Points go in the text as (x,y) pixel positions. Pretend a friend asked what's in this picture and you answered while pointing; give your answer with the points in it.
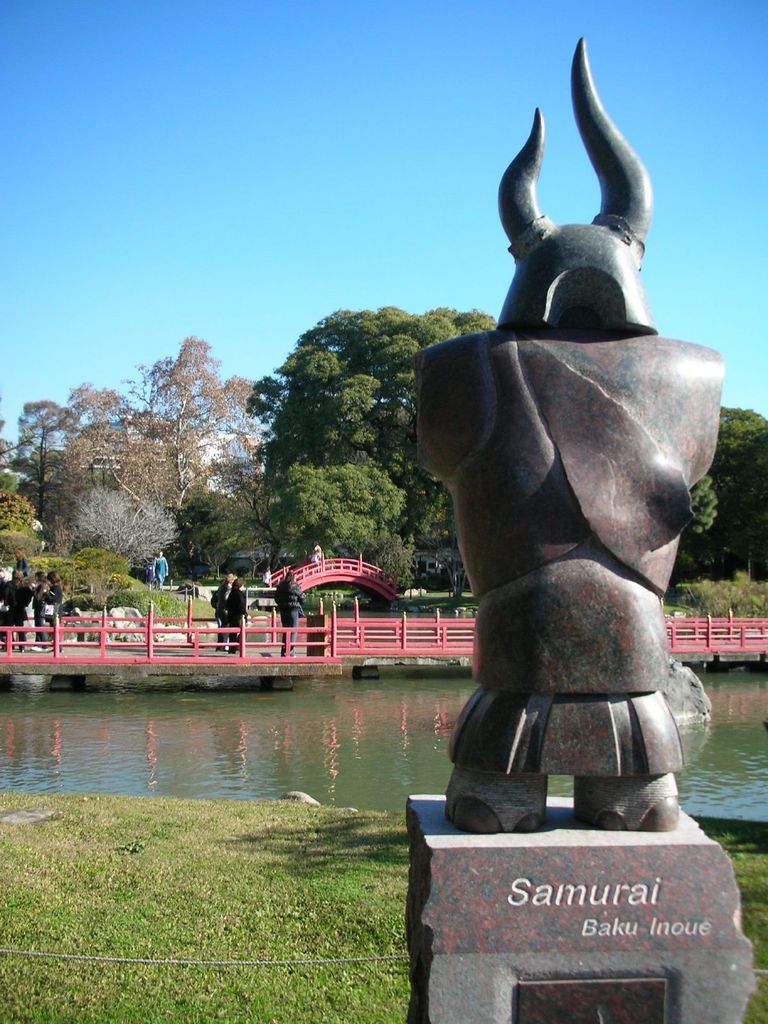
In this image I can see a statue (640,673) of a person (640,658) standing, the ground (179,952), the water (296,687), the railing (334,614), few persons (238,601) standing, a bridge (273,585), few trees (353,506) which are green and brown in color and few buildings (218,459). In the background (168,291) I can see the sky (266,169).
